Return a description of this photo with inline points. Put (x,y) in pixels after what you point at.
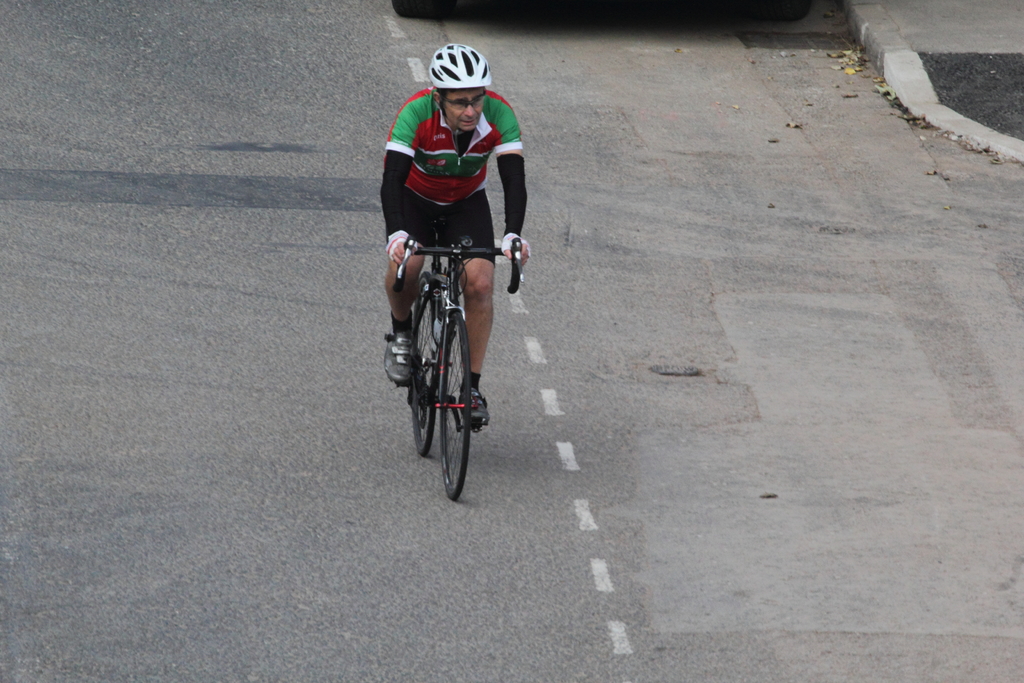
In the center of the image (486,273) we can see a man (415,231) riding a bicycle (427,288) on the road (472,536).
